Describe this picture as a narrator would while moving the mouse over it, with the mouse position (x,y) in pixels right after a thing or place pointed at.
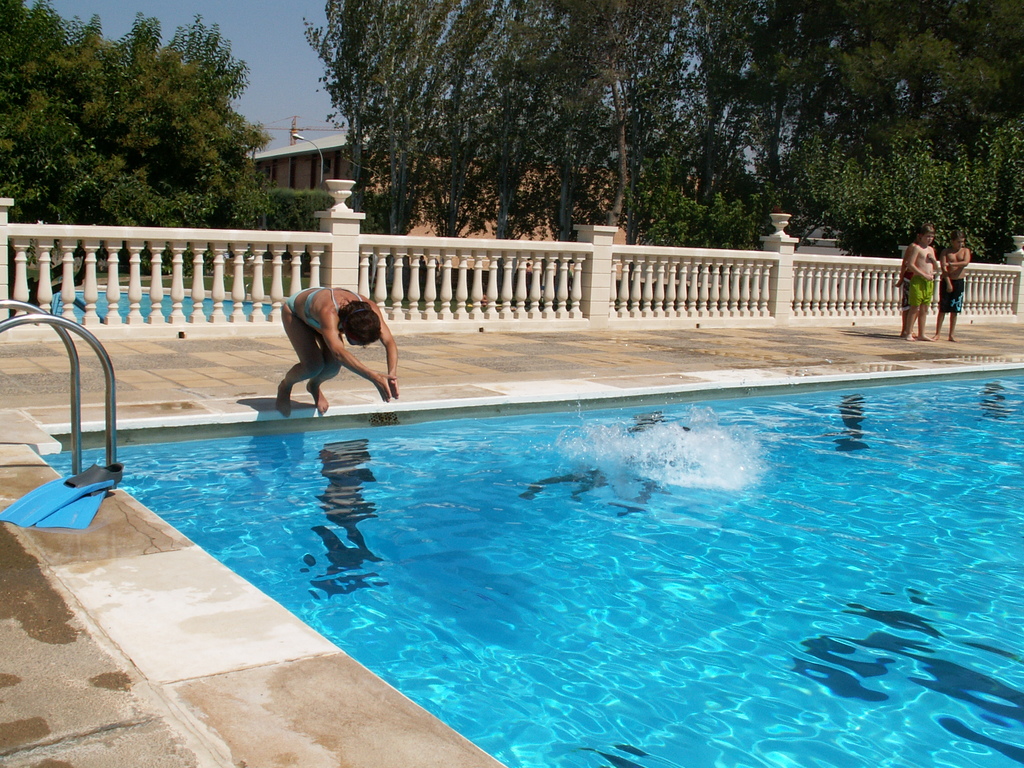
In this image we can see two swimming pools (737,590). A person (320,358) is diving into a swimming pool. There are many trees (745,87) in the image. A group of three people (912,287) standing near a swimming pool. There is an electrical pole (300,131) and few cables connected to it. There is a house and a clear and blue sky (280,47) in the image.
